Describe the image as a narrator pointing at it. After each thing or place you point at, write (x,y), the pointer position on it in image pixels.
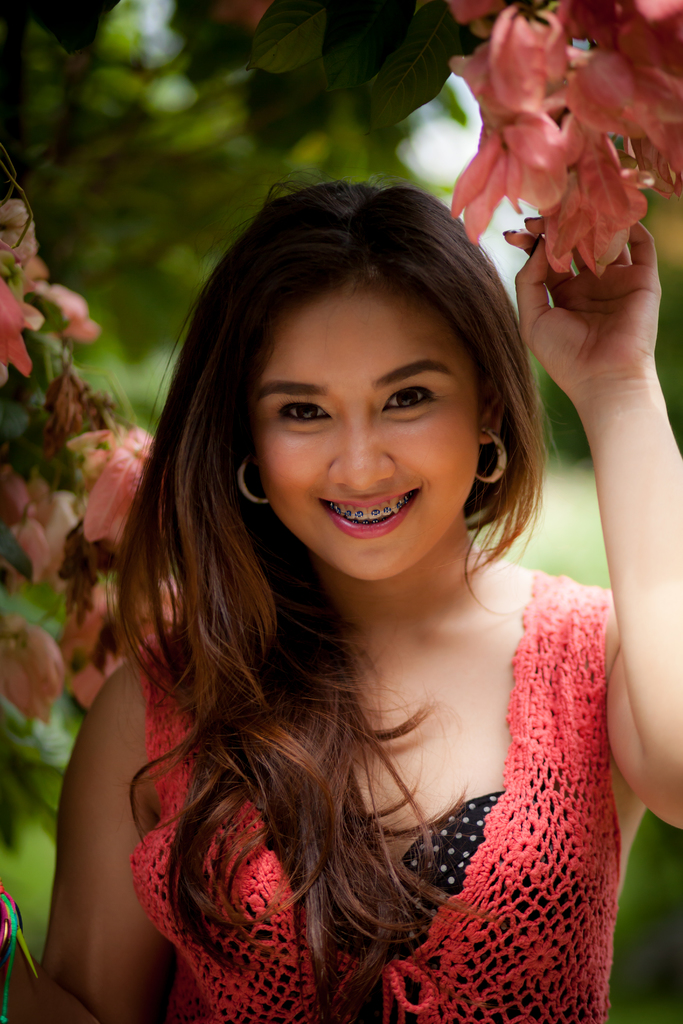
In the picture I can see one girl (457,483) is standing and holding the flowers (534,207) and smiling by looking straight and back side of the image is blurred.
